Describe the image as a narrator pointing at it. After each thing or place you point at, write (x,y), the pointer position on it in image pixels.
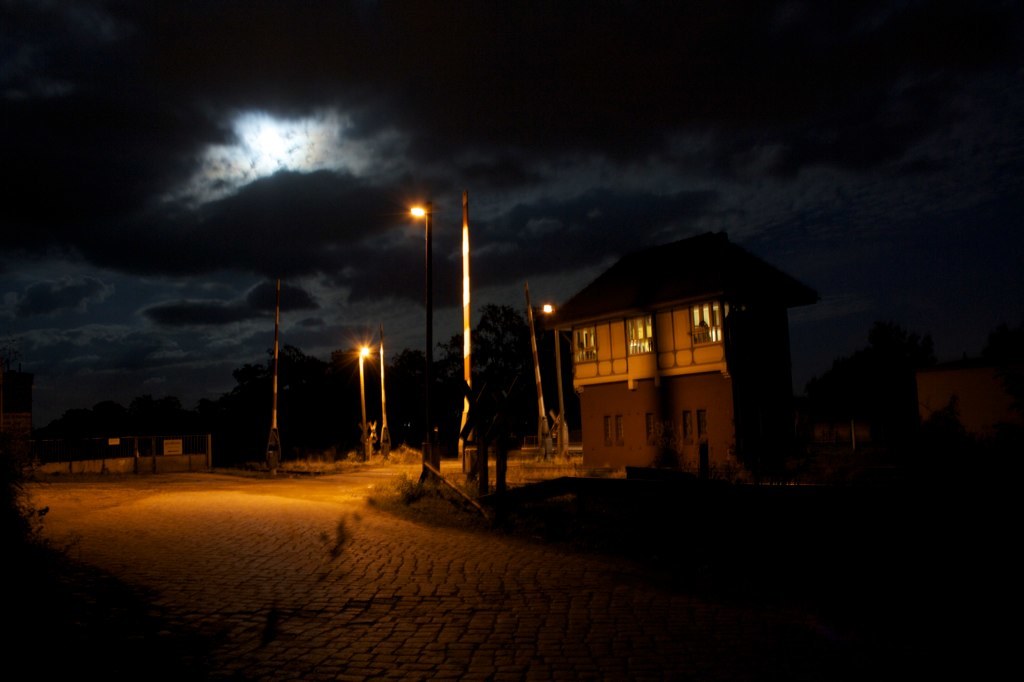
In this picture, we see a building (665,411) in white and brown color. Beside that, there are poles (428,457) and street lights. At the bottom of the picture (346,560), we see the road (278,503) and at the top of the picture (420,178), we see the sky (243,256). This picture is clicked in the dark.
